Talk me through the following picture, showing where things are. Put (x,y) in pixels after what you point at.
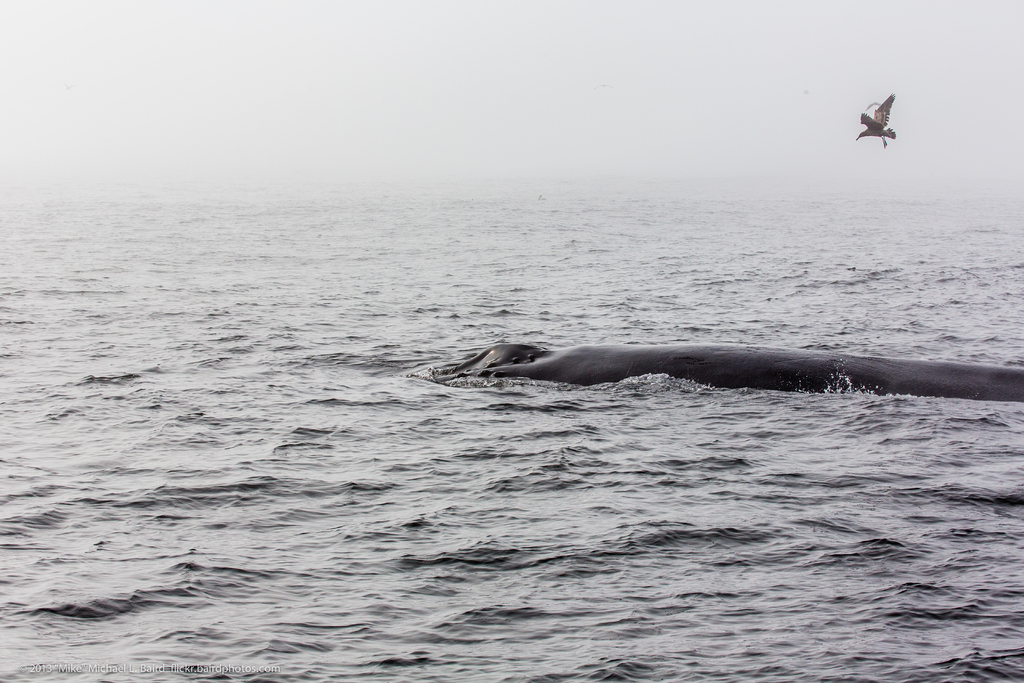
To the right side of the image (891,137) there is a bird (879,131). At the bottom of the image (652,532) there is water (369,444).
